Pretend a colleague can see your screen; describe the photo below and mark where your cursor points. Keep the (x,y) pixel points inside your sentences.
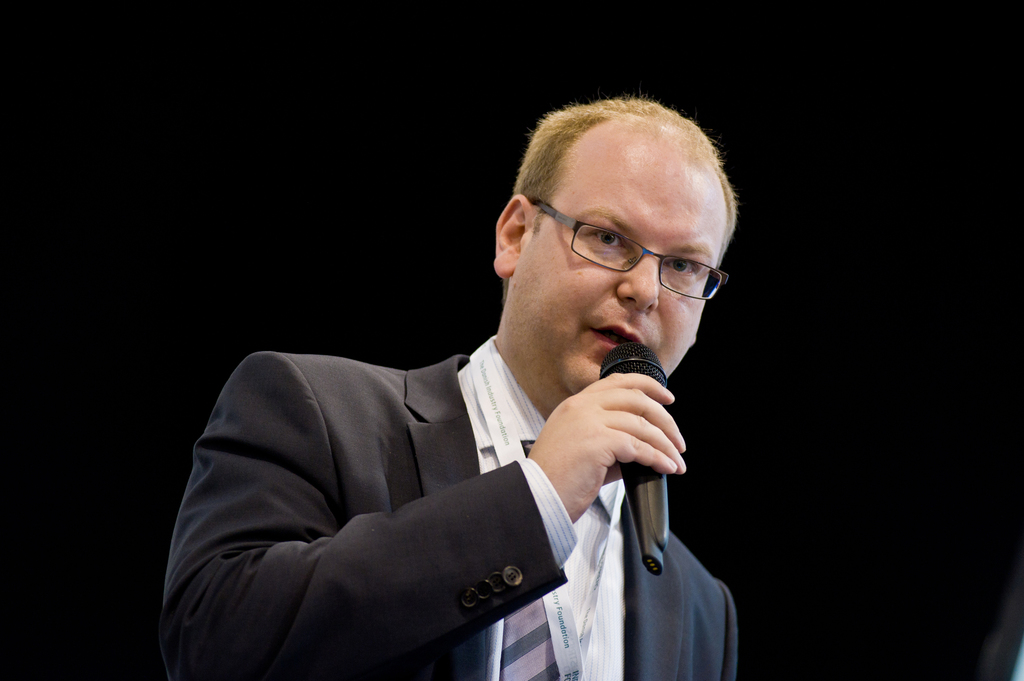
In this image, we can see a person (703,161) on the dark background. This person (190,569) is wearing clothes (698,663) and holding a mic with his hand (662,435).
